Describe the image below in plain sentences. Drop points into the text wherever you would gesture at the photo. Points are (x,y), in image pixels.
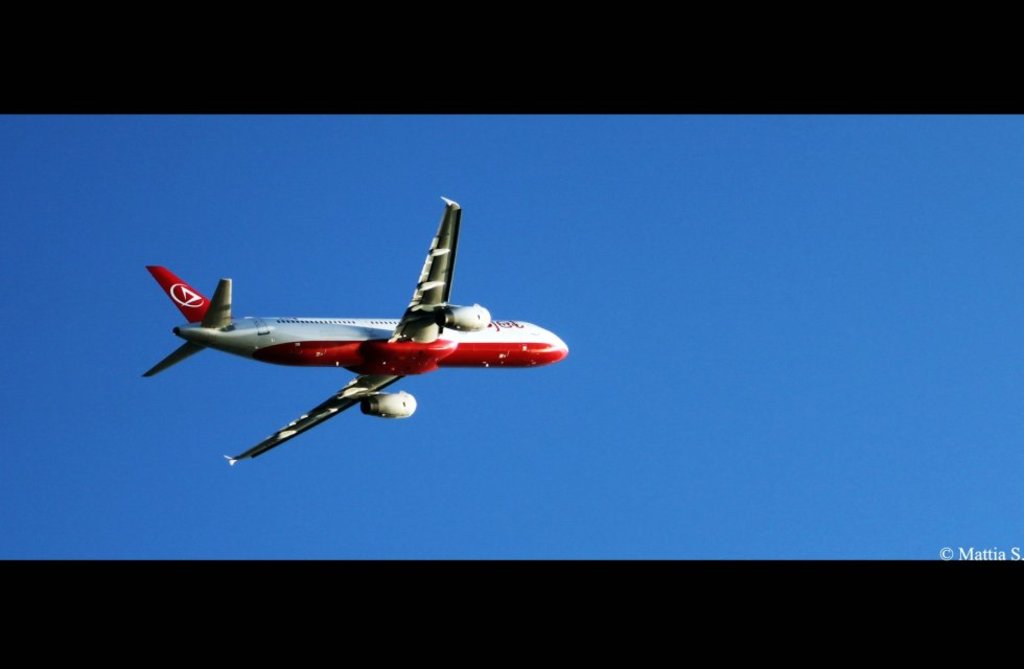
Here in this picture we can see an airplane (323,350) flying in the sky (309,434) over there.
